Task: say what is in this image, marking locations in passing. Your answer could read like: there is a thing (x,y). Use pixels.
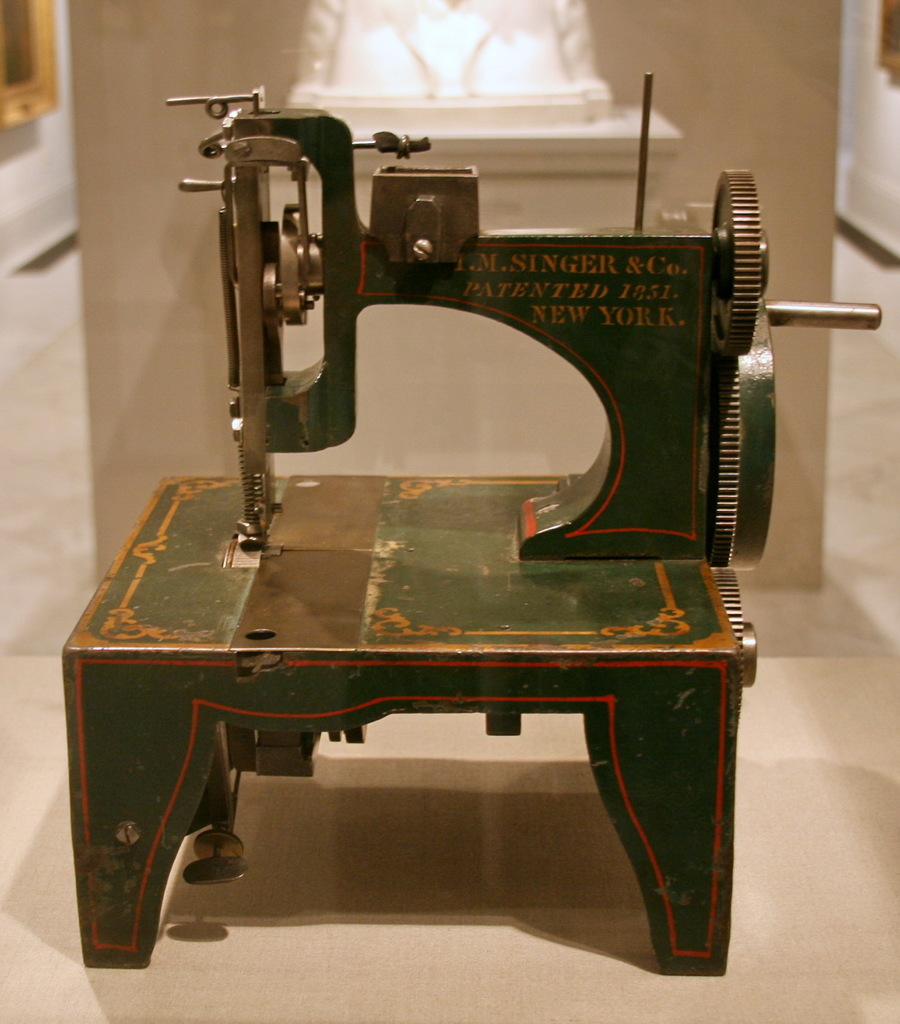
In this image there is a tailoring machine (505,549) placed on the table (428,848).
